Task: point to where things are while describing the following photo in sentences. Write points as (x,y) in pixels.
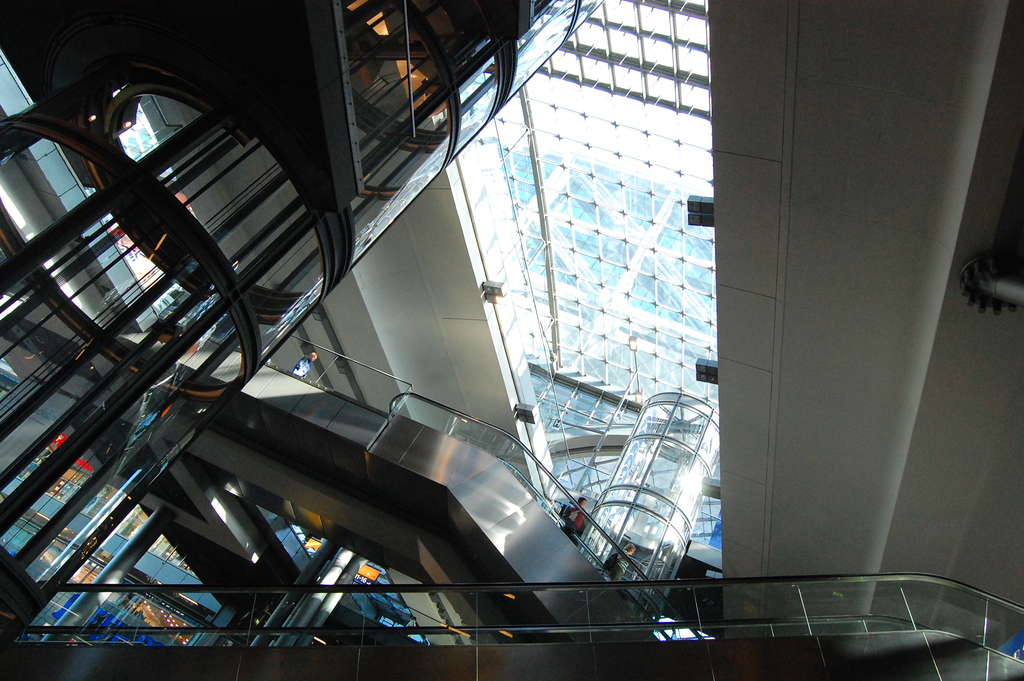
At the top (604,115) we can see the glass ceiling (623,203). This is an inside view picture of a building (633,130). In this picture we can see people (612,578), escalators (499,478) and railings (314,377). On the left side (194,218) we can see the glass elevators (439,67).
